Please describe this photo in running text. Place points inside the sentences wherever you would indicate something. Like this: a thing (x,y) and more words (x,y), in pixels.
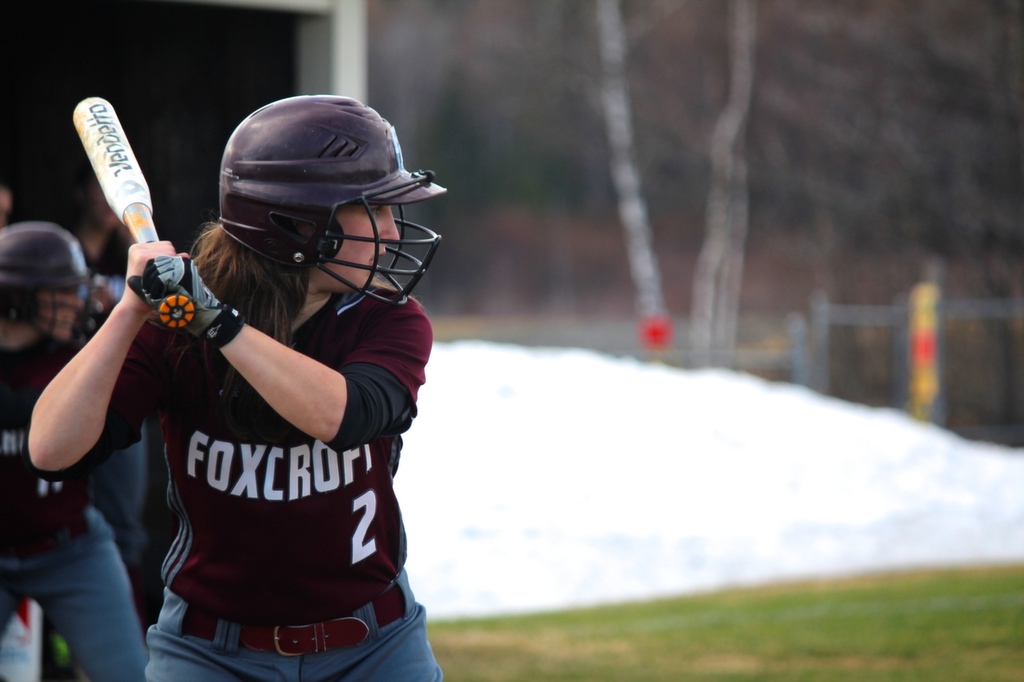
On the left side (196,332), there are two persons (196,332) in the brown color T-shirts (316,354), one of them is holding a bat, standing. On the right side (1008,598), there's grass (838,650) on the ground (857,650).
